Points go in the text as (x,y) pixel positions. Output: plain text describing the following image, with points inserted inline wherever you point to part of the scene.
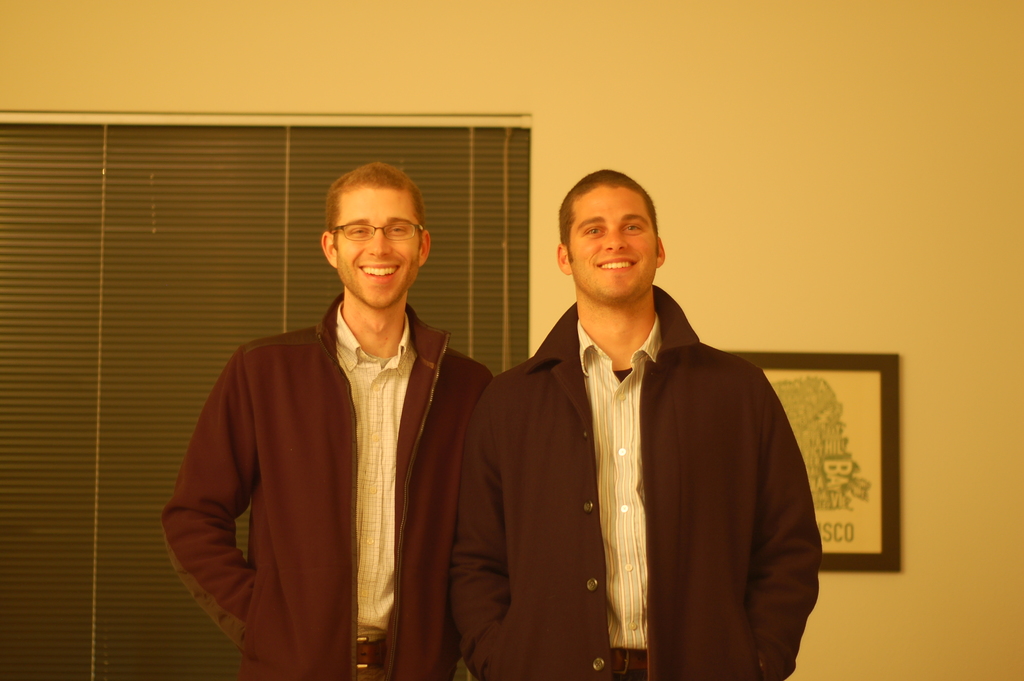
In this picture there is a man (588,444) who is wearing jacket (759,465), shirt (625,576) and trouser (638,678). Beside him there is another man (445,422) who is wearing spectacles (360,229), shirt (372,383), jacket (409,534) and jeans (358,675). Both of them are smiling. At the back (860,526) i can see the window blind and painting frame (880,522) on the wall (865,336).
